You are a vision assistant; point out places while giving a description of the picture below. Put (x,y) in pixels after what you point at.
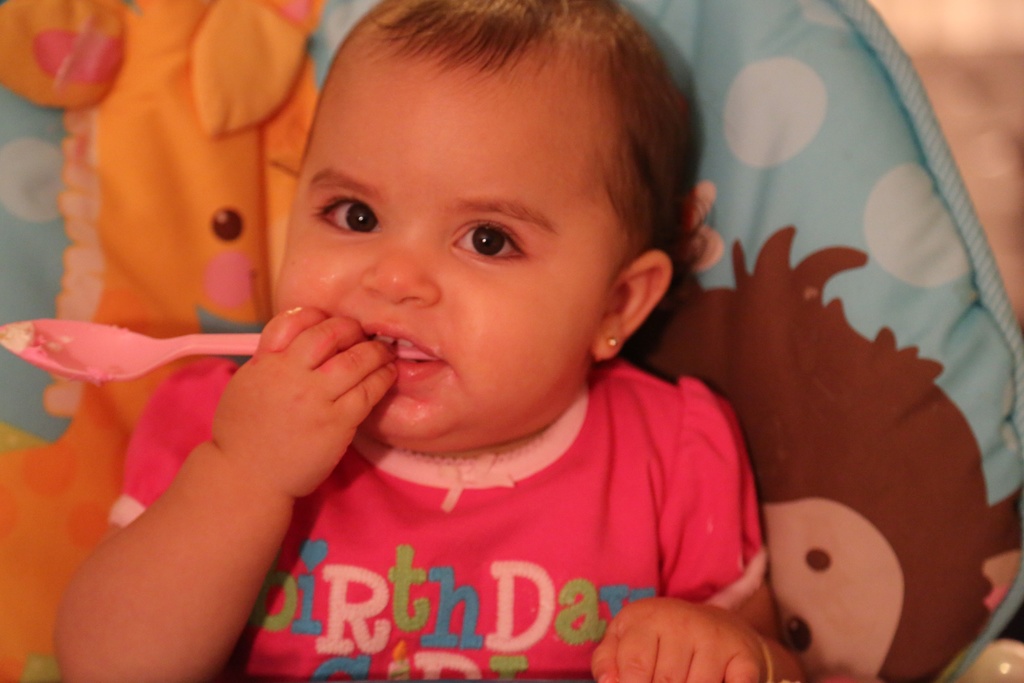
In this picture we can see a cloth (345,598), girl (480,367) holding a spoon (55,339) with her hand (323,414) and in the background (985,53) it is blurry.
